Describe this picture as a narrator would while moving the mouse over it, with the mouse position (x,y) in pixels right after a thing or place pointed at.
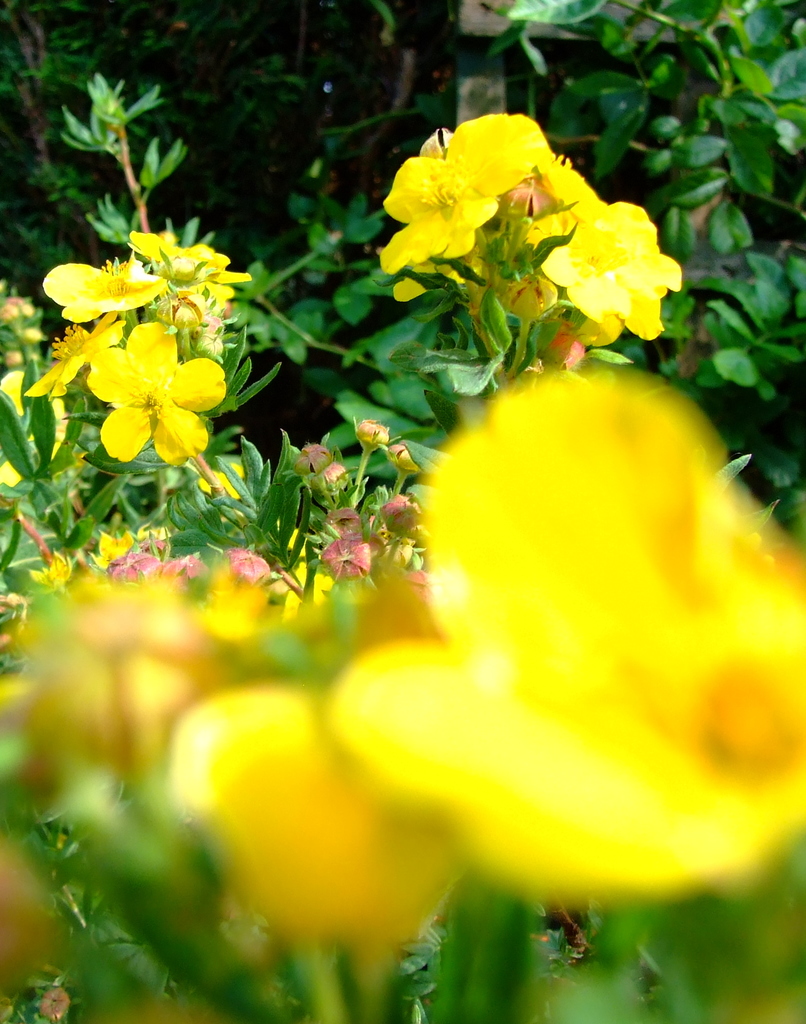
In this image I can see many plants (418,428) along with the flowers (168,400) which are in yellow and pink colors.
